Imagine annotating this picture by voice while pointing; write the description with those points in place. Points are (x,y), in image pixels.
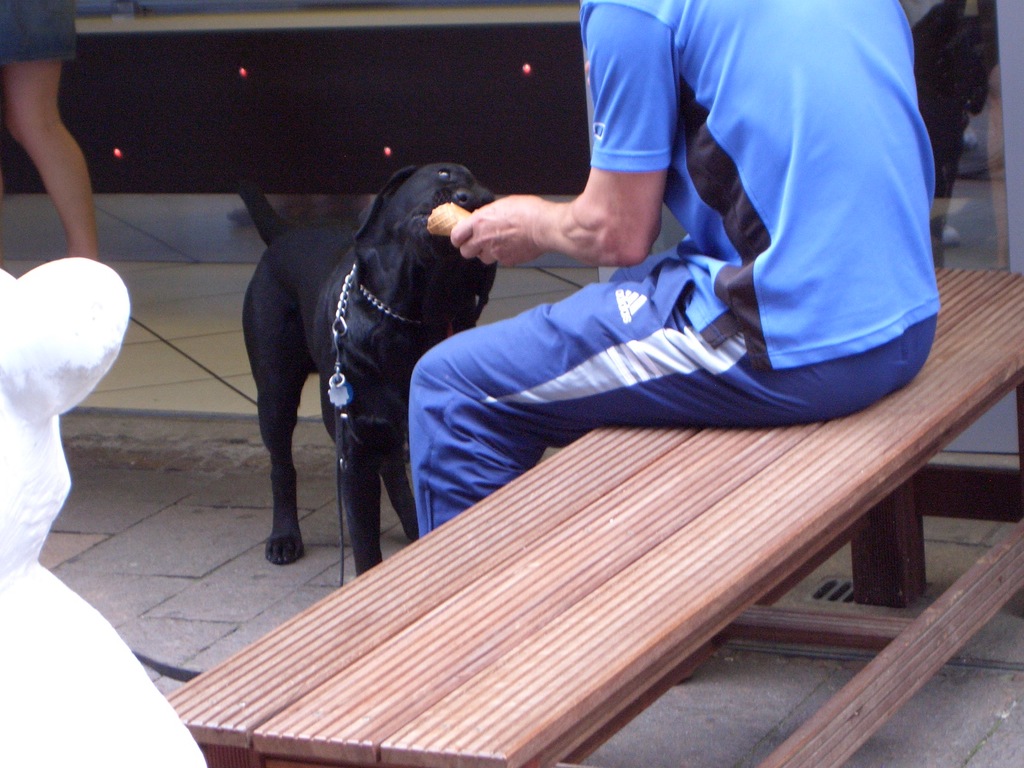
In this image i can see a person (700,361) is sitting on a bench (573,506) in front of a black color dog (384,412).
